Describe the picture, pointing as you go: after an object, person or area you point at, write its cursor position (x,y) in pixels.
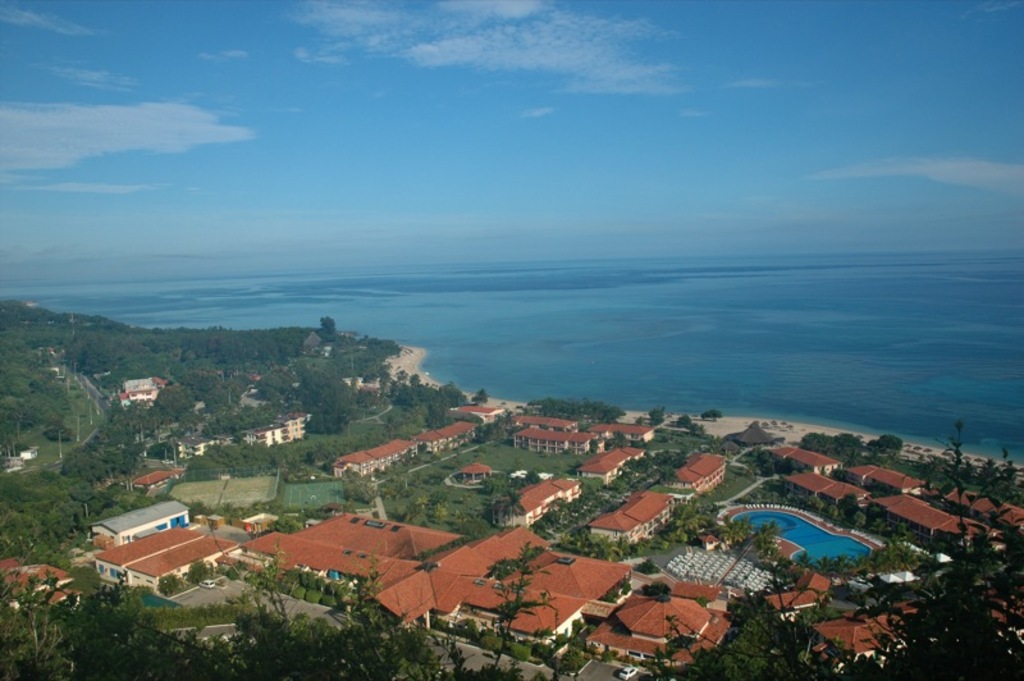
In this picture we can see few houses (553,509), trees (235,389) and poles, in the background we can see water (554,359) and clouds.
